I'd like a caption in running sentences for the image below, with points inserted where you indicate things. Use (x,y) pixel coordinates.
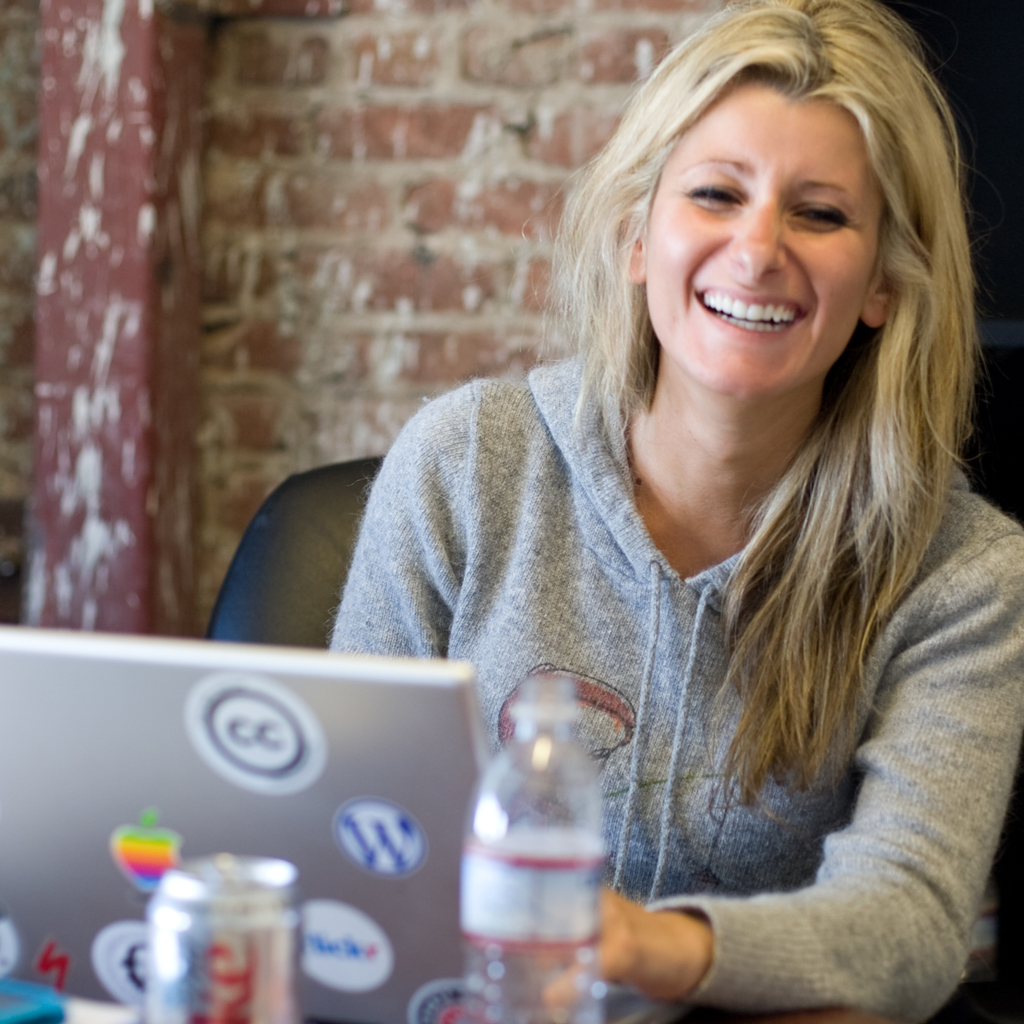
In this picture a lady (860,306) is sitting on the chair (285,593) and smiling. She has a laptop (267,815), a coke can (166,1004), water bottle (571,976) in front of her and in the backdrop (338,161) there is a wall (344,157).
